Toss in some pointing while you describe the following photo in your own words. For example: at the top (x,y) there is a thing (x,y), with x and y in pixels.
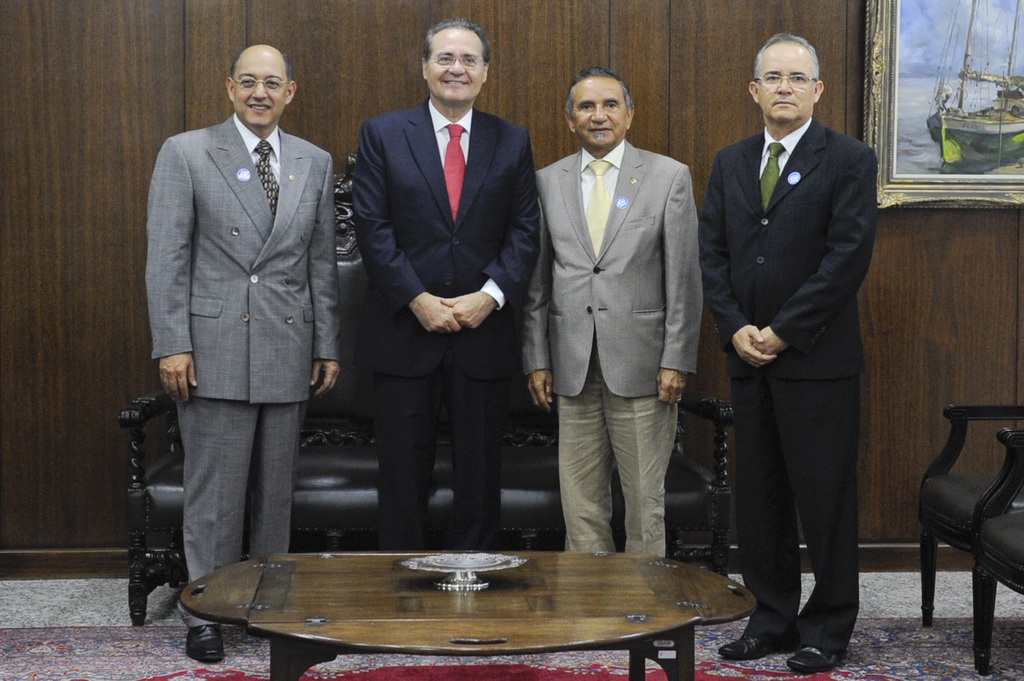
In this image I see 4 men (832,603) who are standing and all of them are wearing suits (842,364), I can also see this 3 men (360,149) are smiling. In the background (149,407) I see a sofa (131,474), 2 chairs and a table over here on which there is a thing (470,588) and I see the frame (894,142) on the wall (351,5).
